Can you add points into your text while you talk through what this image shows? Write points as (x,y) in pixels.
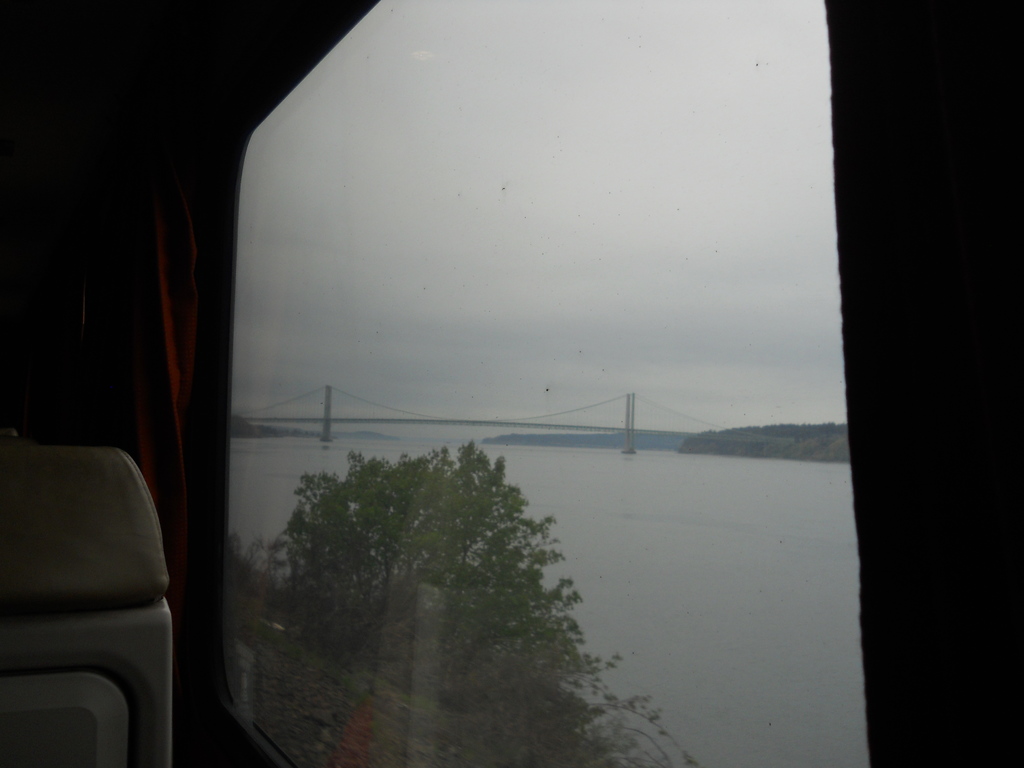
This picture shows a vehicle (938,106) and we see water (607,521) trees (469,527) and a bridge (397,413) and we see a cloudy sky (598,214) from the glass (291,352) of the vehicle (281,65).
